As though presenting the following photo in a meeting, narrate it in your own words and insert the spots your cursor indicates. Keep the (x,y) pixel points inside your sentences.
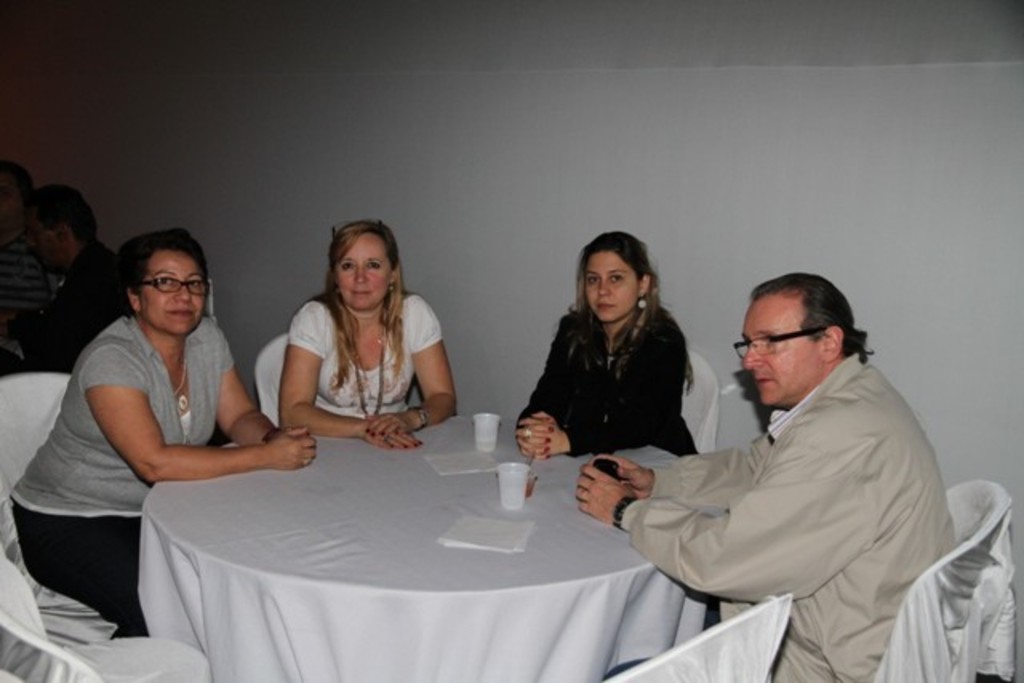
On the background (663,162) this is a white color wall (642,154). Here we can see few persons (420,349) sitting on the chairs (997,531) in front of a table (530,547) and on the table (419,497) we can see tissue papers (517,542) and white colour glasses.
